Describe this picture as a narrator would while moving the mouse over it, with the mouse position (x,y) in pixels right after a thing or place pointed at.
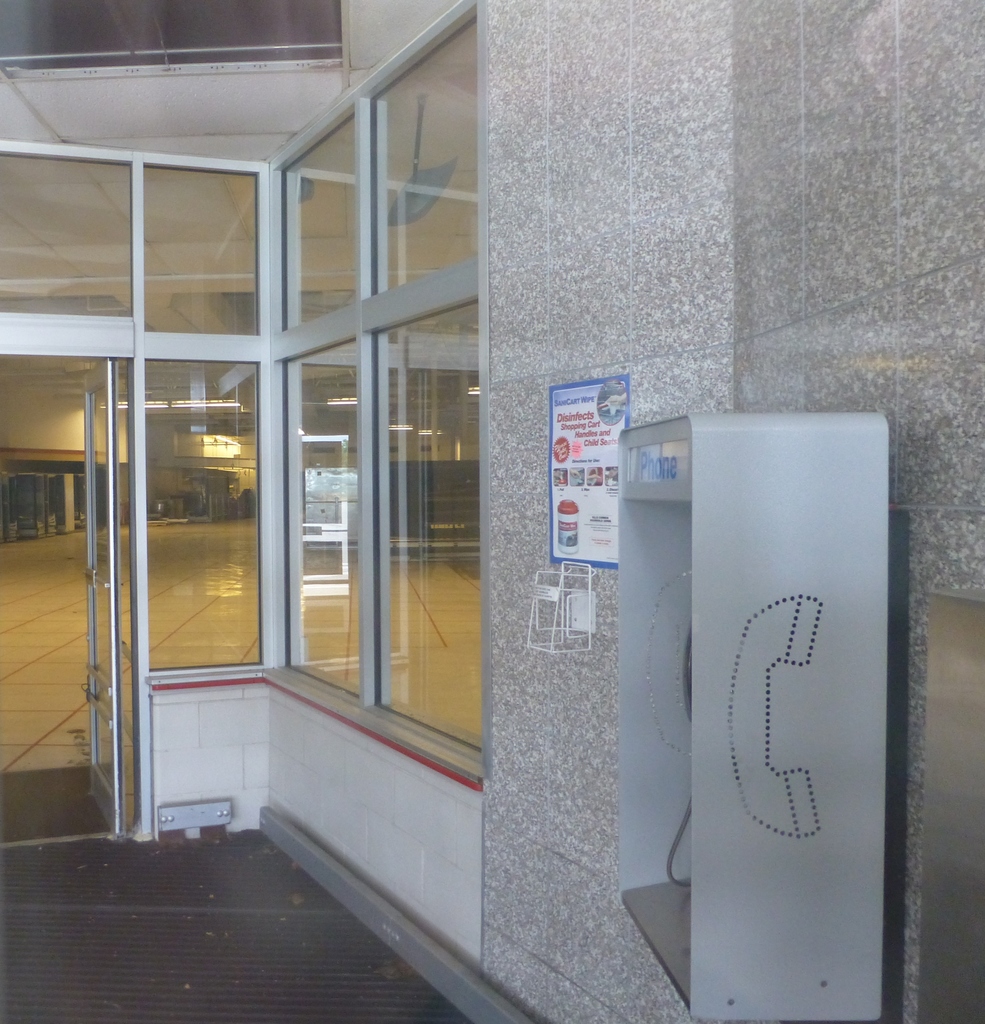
In this image I can see building (363,183) and glass windows (210,507). In front (755,545) I can see telephone booth (751,722). We can see a pamphlet (576,490) attached to the wall (593,253).
